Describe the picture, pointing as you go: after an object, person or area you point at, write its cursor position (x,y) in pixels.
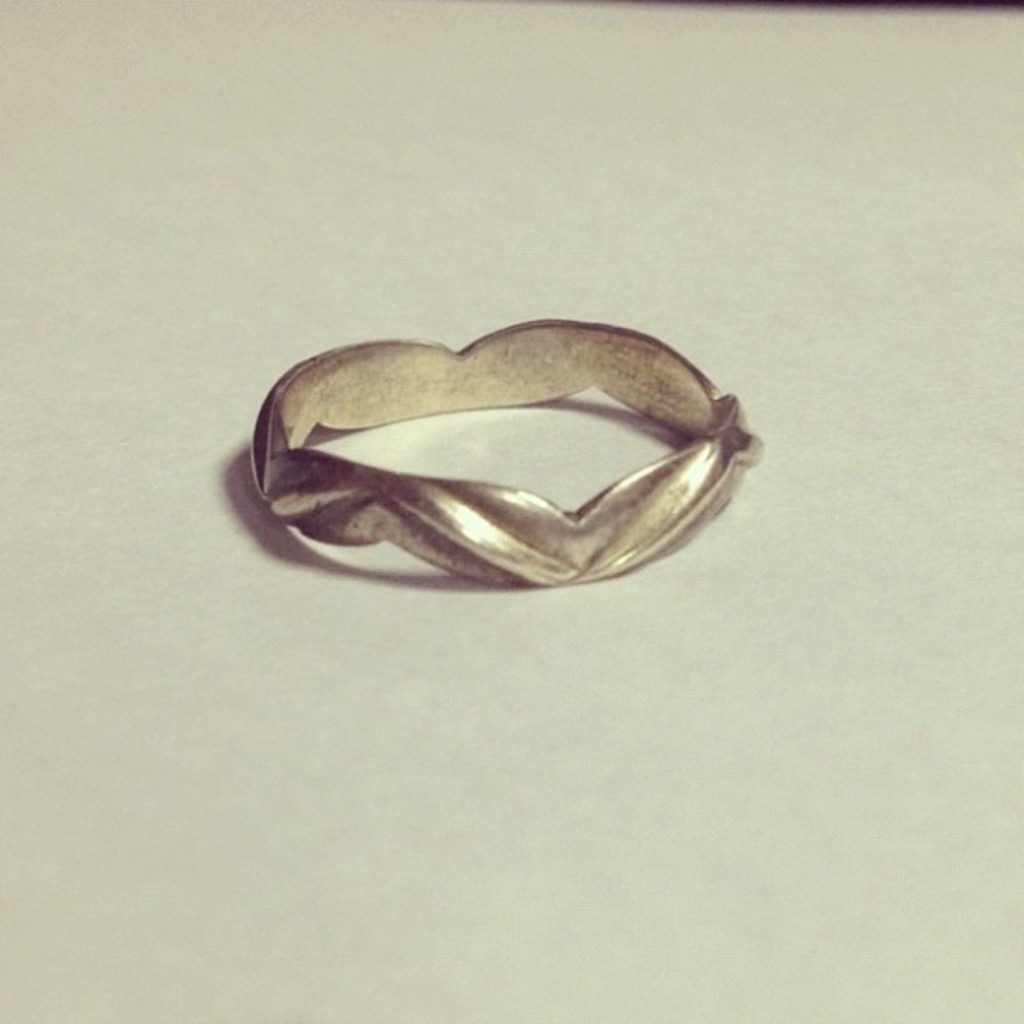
This image consists of a ring (460,514) which is in the center (585,458) on the white colour surface (626,671).
